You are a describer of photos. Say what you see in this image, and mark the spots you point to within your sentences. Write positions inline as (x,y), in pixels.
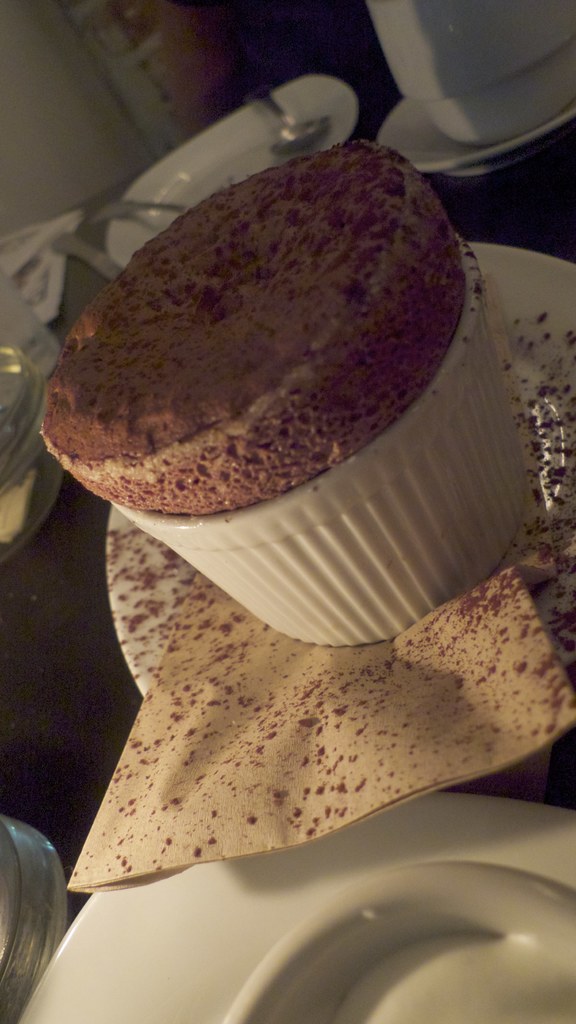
In this image, we can see a cup cake (181,494) and there are some white color plates (451,986), we can see some spoons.
